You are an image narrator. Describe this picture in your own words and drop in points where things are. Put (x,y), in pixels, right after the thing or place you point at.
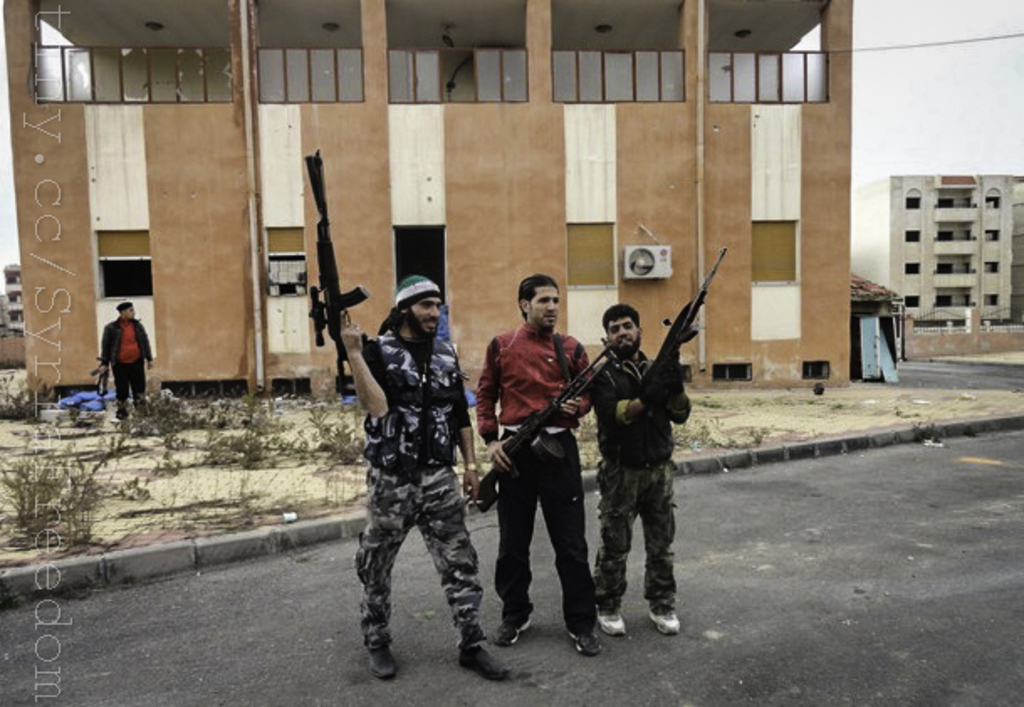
This image consists of four persons (485,419) standing and holding the guns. At the bottom (155,659), there is a road (149,642). In the background (125,499), we can see small plants (29,534). And there are buildings (571,319). At the top (886,139), there is sky (937,76). And we can see a AC outdoor unit (651,261) on the wall (708,218) of the building (638,284).
